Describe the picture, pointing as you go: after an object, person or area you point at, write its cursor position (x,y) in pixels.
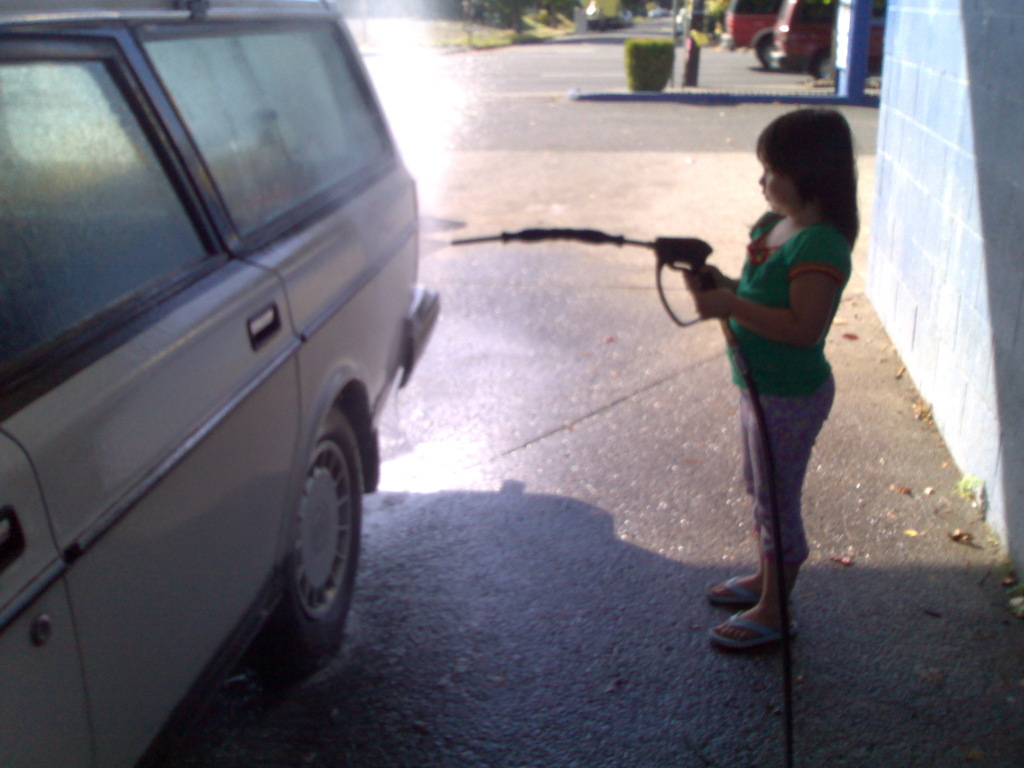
In this image there is a child (796,254) standing and holding a pipe (672,320) in her hand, in front of the pipe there is a car (238,262), behind the child (821,253) there is a wall (979,258). In the background (456,21) there is a road (642,25), trees (603,1), plants (668,61) and few vehicles (876,63) are parked.
